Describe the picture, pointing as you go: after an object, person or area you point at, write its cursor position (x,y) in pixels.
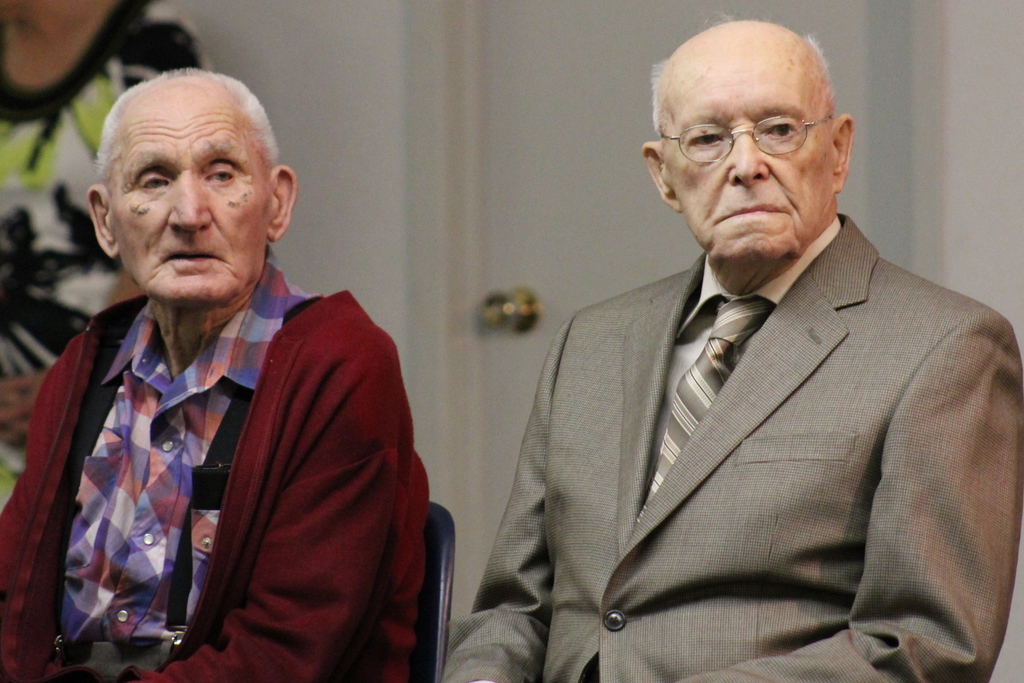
There are two old men (559,518) sitting on the chairs (440,559). Here is a person (39,174) standing. In the background (543,241), that looks like a door (546,250) with a door handle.
